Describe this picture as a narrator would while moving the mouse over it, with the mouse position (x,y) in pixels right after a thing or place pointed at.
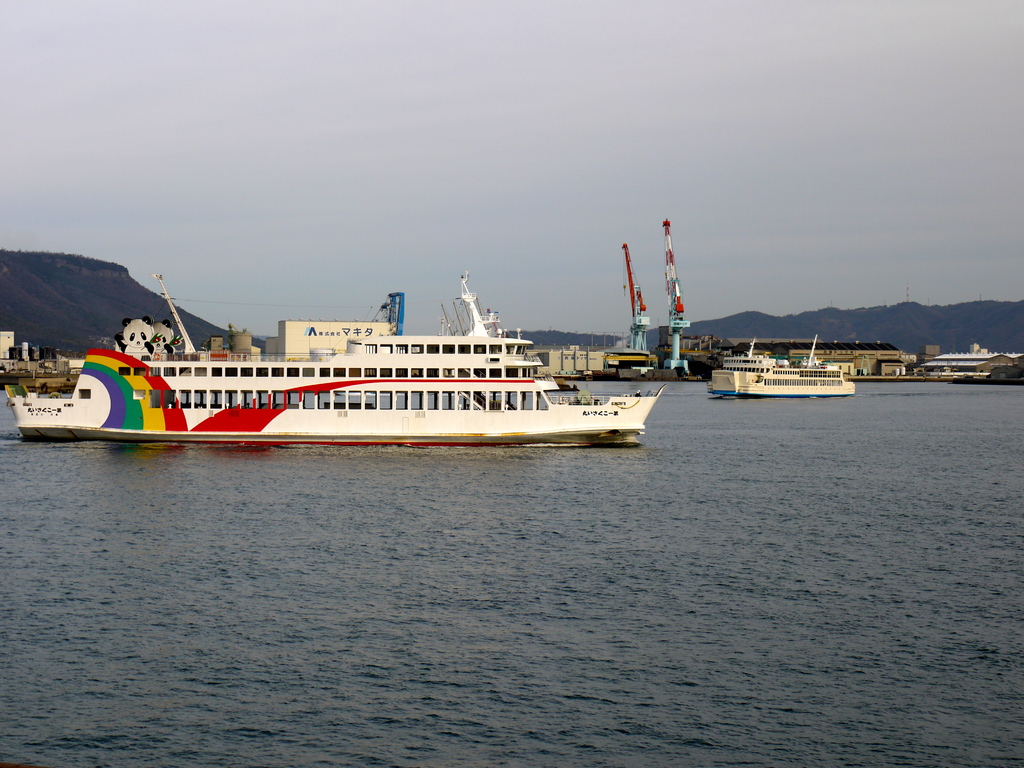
In this picture on the left side (214,383), we can see a ship (218,365). On the right side (846,361), we can see few ships (838,385), houses (900,374), cranes (677,342). In the background (24,304), there is a mountain (705,328). On top (682,154) there is a sky (693,181), at the bottom (684,640) there is a water (437,681).
